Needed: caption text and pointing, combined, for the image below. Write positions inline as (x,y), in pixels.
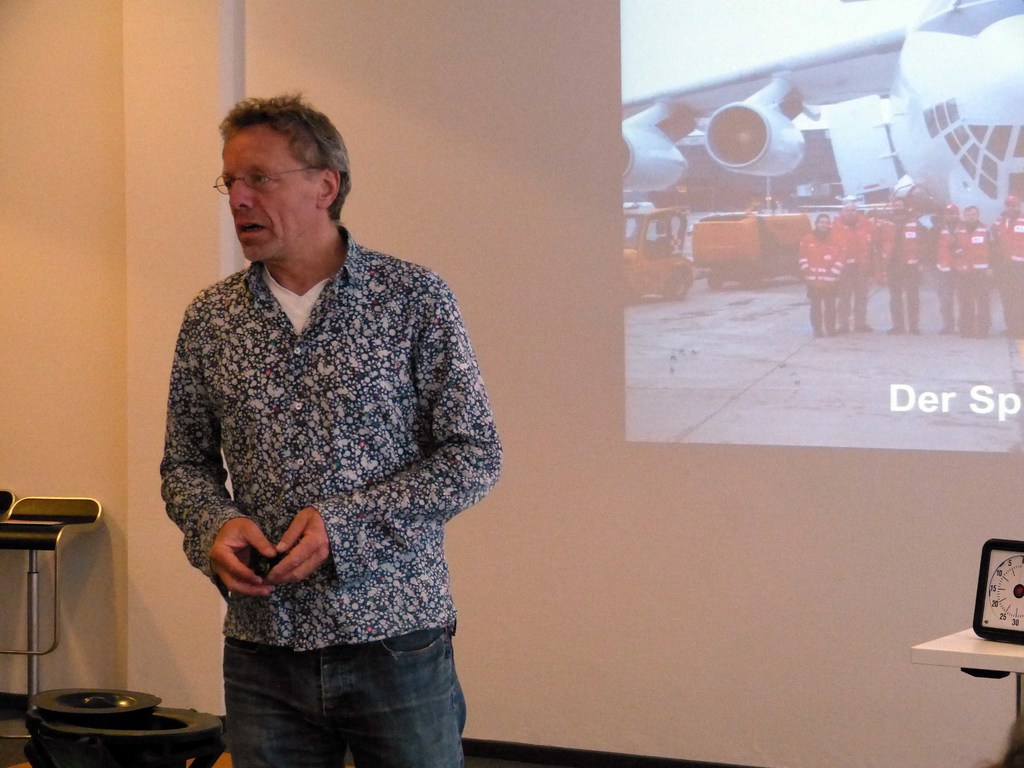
In this picture there is a person (385,361) standing and talking. On the right side of the image (933,241) there is a screen (878,56), on the screen (778,252) and there are group of people (1012,246) standing and there is an aircraft (972,57) and there are vehicles (801,246). There is a clock (1001,594) on the table (970,648). On the left side of the image (61,723) there are chairs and there are objects (151,746) on the table (159,745). At the back (63,626) there is a wall (117,267).
